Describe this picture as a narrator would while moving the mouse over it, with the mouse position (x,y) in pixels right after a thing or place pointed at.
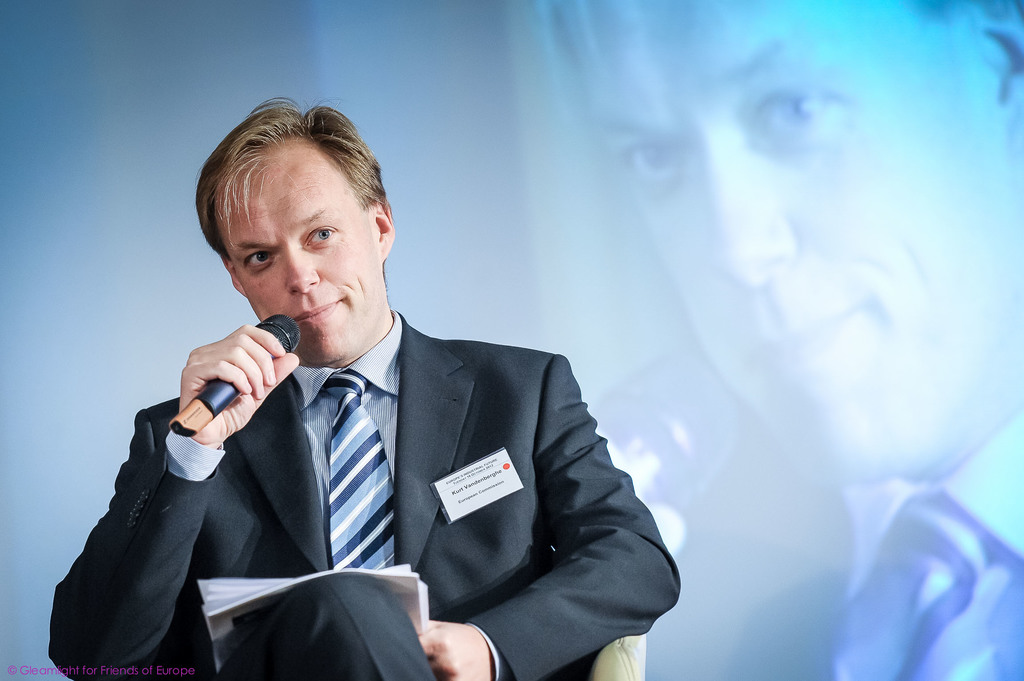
In this image there is a man (300,471) sitting in the chair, wearing black suit (189,519), black pant (331,668) and a tie (334,392). He is holding a mic (219,405) in his hand (248,359), and it looks like he is speaking. And in the background (666,72) there is a screen (566,89) in which the same man (844,321) is projected.
